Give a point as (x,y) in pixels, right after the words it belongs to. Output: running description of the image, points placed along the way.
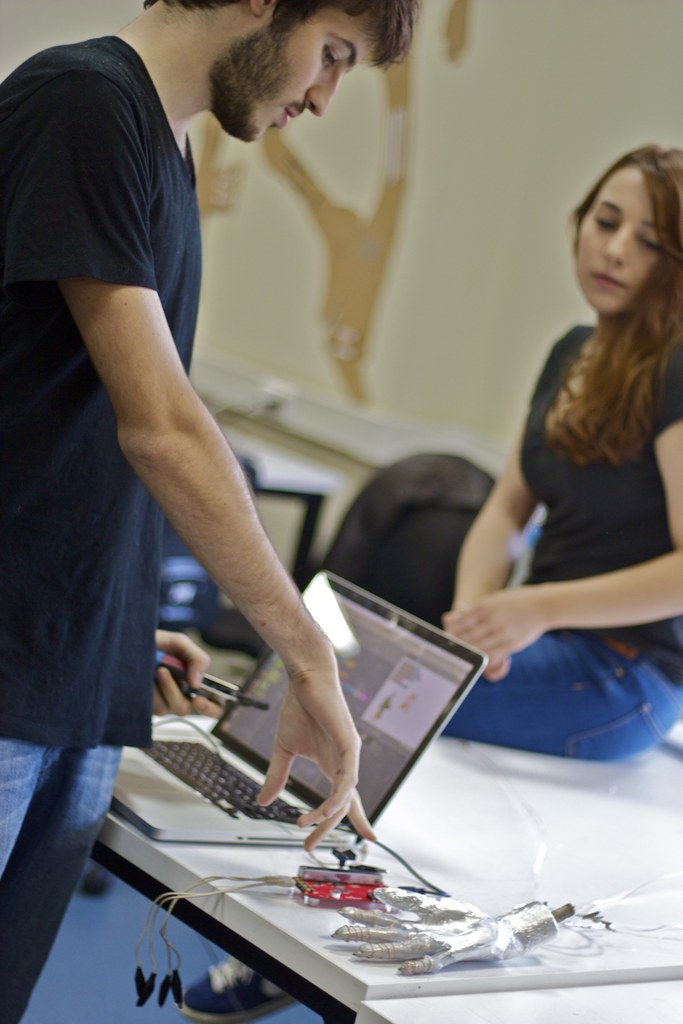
In the image there are two people (107,605). On left side (104,270) there is man (142,417) standing in front of table (301,850), on table (472,865) we can see a laptop (381,775), hand (460,943) and wires (287,881). On right side (649,376) there is woman (637,607) sitting on table (597,778) in background (512,270) there is a wall (429,313) which is in cream color.
